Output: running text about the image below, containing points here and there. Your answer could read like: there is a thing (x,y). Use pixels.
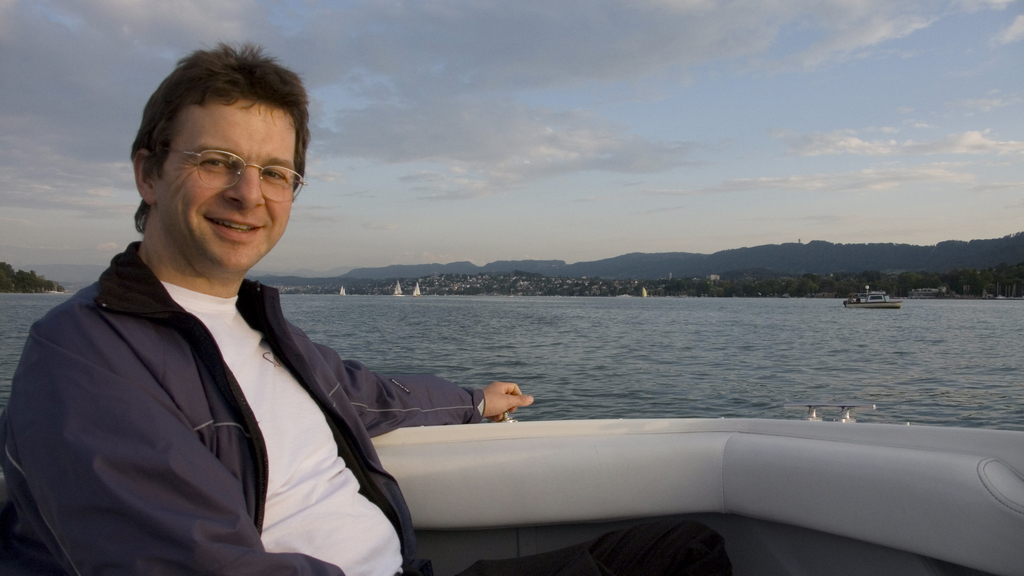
In this image we can see a man (224,371) wearing specs (209,162). He is sitting in a boat (761,512). In the back (475,315) there is water (594,326). Also there are many boats (413,296). There are hills (79,275). And there is sky (588,107) with clouds (498,71) in the background (348,118).
